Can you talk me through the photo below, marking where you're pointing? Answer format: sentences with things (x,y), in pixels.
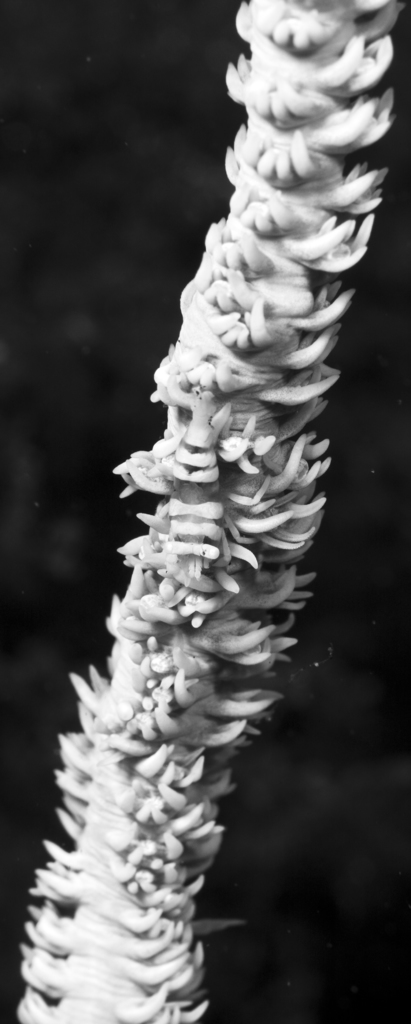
In this picture we can see an object (107,699) and in the background (148,437) it is dark.
